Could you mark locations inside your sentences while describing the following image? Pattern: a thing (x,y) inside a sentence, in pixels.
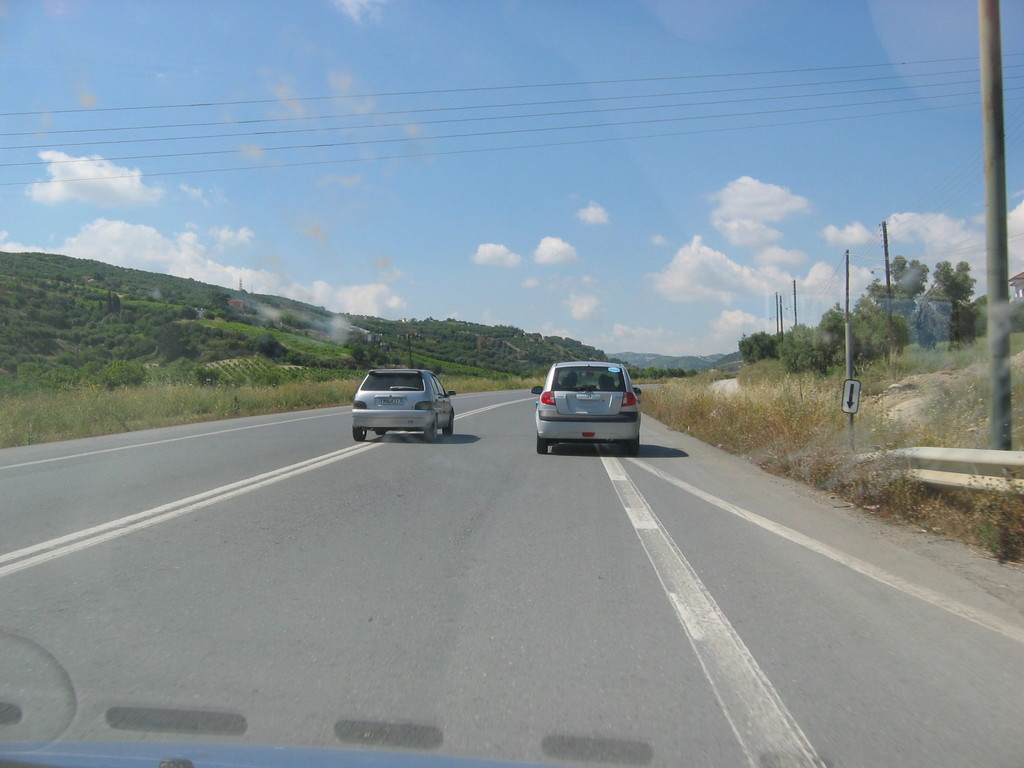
In this image we can see some cars (600,429) on the road (622,565). We can also see some grass (738,449), poles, a sign board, wires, a group of trees (829,355) on the hills (283,365) and the sky (690,243) which looks cloudy.
